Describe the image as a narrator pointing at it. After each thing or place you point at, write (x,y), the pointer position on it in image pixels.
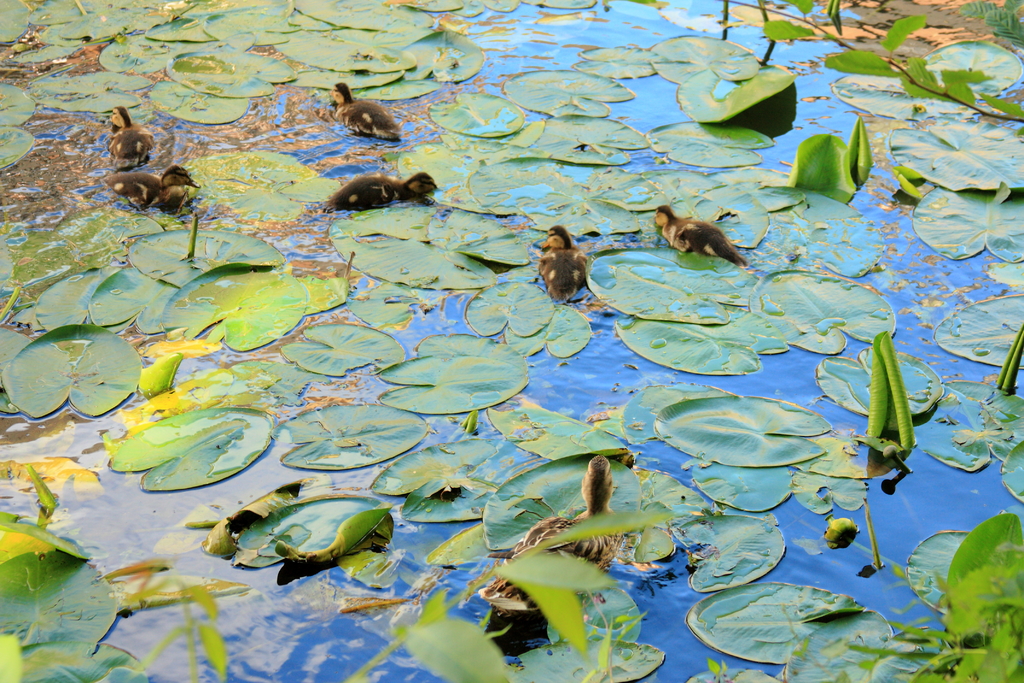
In this image there are lotus leaves (386,338) and some birds (529,588) on the water (876,214).
